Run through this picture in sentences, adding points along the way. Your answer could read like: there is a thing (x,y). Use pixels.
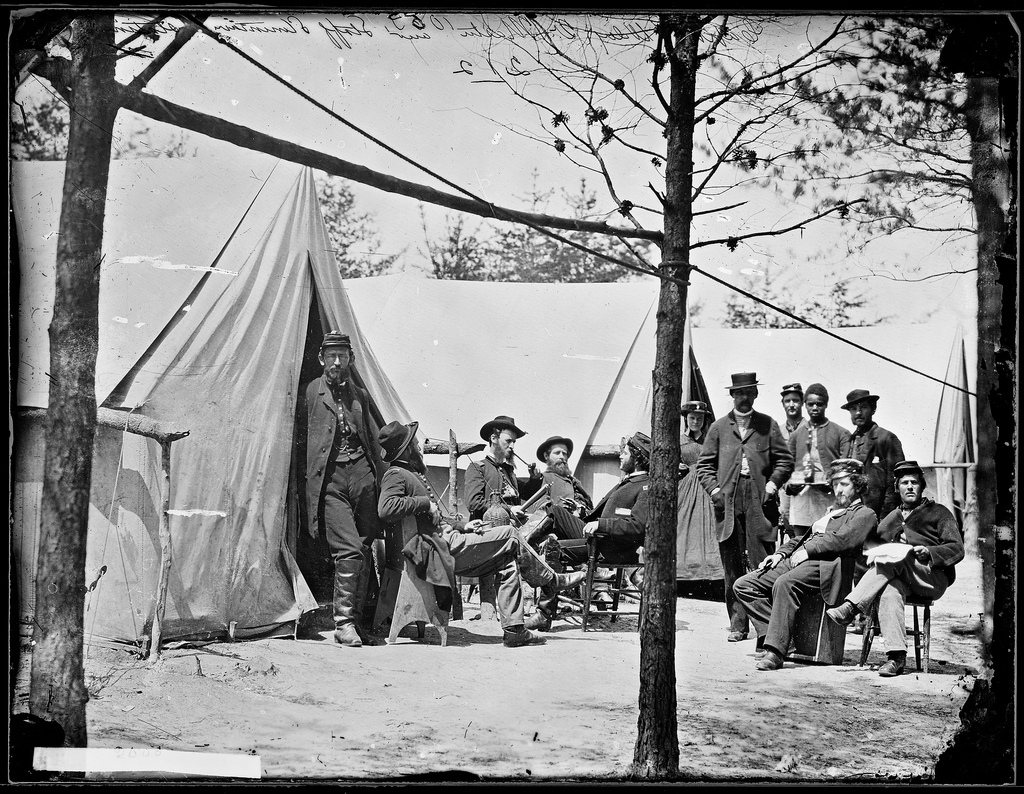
This is a black and white picture. Here we can see people (859,529). Few of them are sitting and few are standing. There are tents (629,405). In the background (620,270) we can see trees (502,263) and sky (340,105).
